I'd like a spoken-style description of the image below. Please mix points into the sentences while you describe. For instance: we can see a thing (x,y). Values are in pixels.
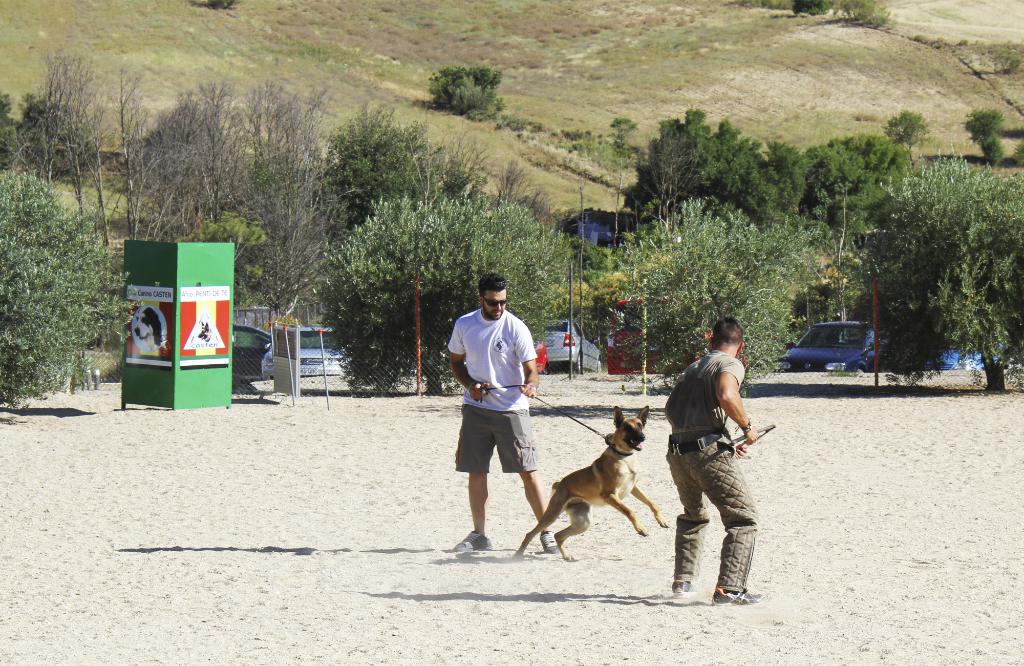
In this image I see 2 men (480,507) who are on the sand (858,464) and I see this man (526,443) is holding a rope (587,426) which is tied to the dog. In the background (698,353) I see few cars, trees (767,324), plants (1003,311) and the grass (1023,9) over here.
